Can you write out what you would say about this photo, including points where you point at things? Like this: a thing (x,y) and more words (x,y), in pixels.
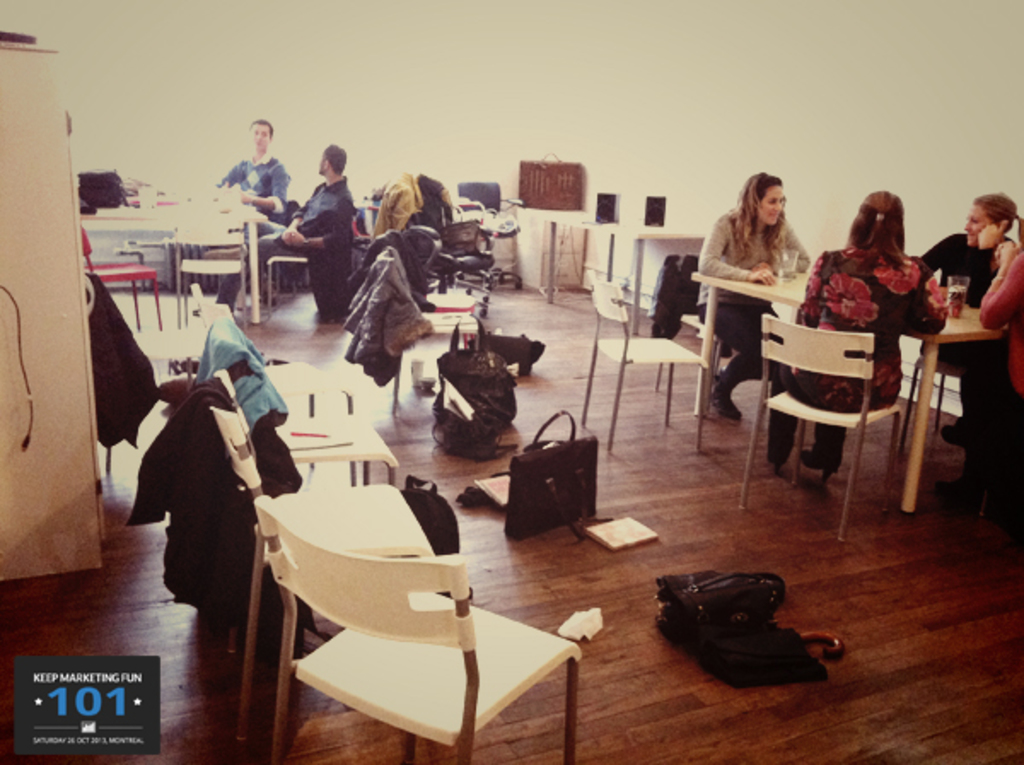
In this picture we can see some persons (1011,206) are sitting on the chairs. These are the bags (691,628) and this is table (962,321). On the table (975,326) there are glasses (955,305). This is floor (941,674). On the background (818,109) there is a wall (466,78).
